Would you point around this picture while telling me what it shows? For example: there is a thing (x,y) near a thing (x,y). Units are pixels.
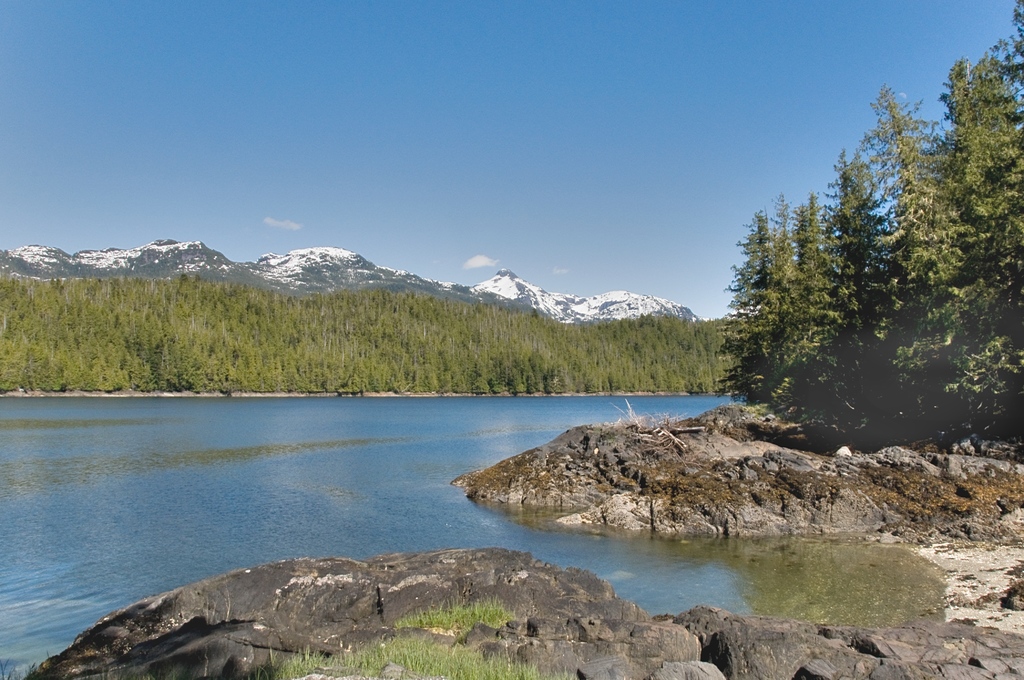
In the foreground of this image (426,623), there are rocks (614,448), water (321,472) and tree (972,363). In the background (464,354), there are trees (239,301), mountains (430,281) and the sky (501,111).
